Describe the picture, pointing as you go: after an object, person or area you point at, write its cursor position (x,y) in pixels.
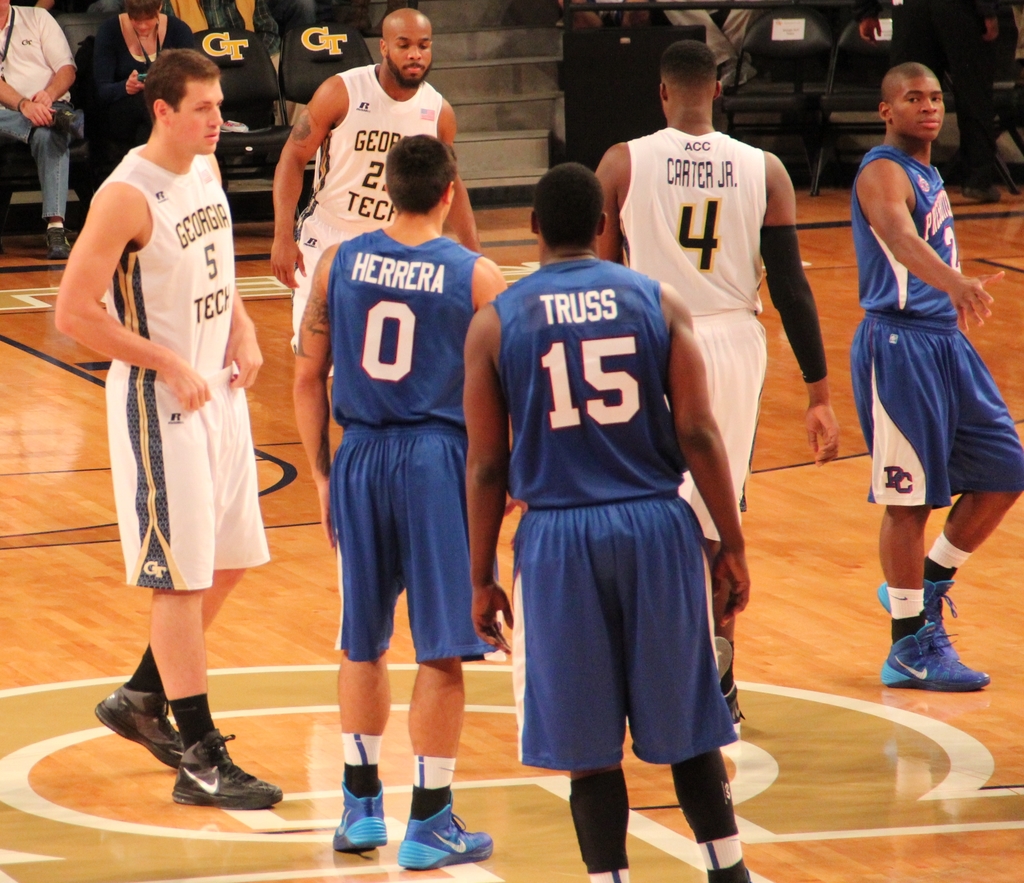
In the center of the image (512,384) we can see a few people (649,292) are standing. Among them, we can see three persons (738,437) are in white color t shirts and three persons (606,327) are in blue color t shirts (929,191). In the background (777,82), we can see chairs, staircase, few people (68,94) are sitting and a few other objects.
